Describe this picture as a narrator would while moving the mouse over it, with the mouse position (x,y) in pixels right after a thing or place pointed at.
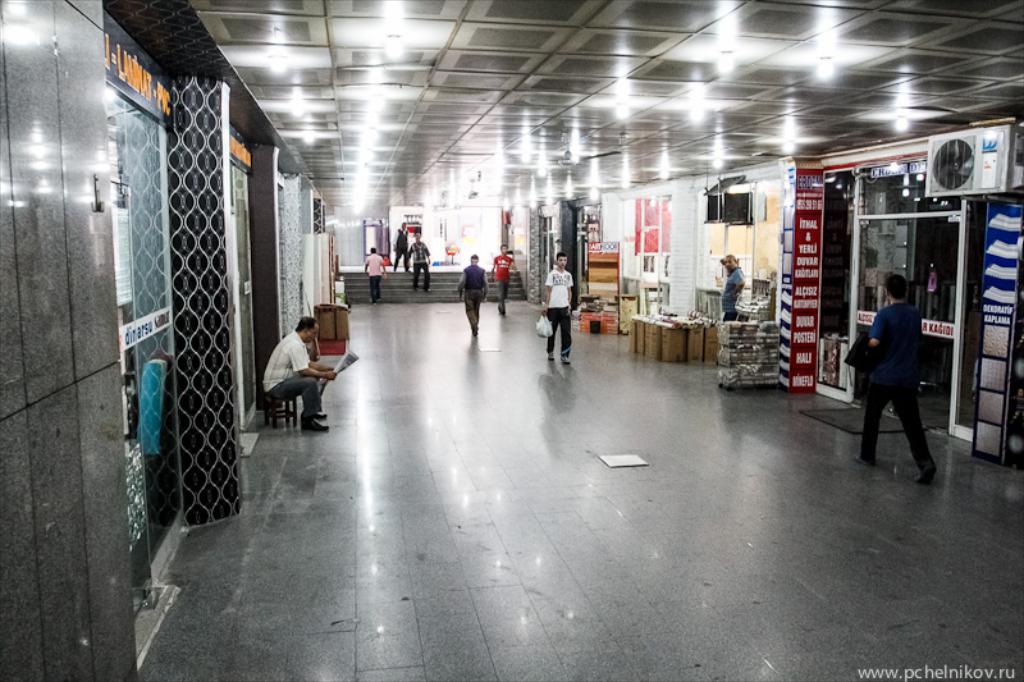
In this image we can see the people (876,418) walking. We can also see a man (280,357) holding the paper (346,353) and sitting on the stool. We can see the cardboard boxes (327,328) and some other objects (665,315). We can see the floor (549,368), stairs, ceiling (458,139), lights (821,53), air conditioner (946,184), doors (168,342), wall (112,590) and also the posters (805,272). In the bottom right corner (904,667) we can see the text (909,677).
